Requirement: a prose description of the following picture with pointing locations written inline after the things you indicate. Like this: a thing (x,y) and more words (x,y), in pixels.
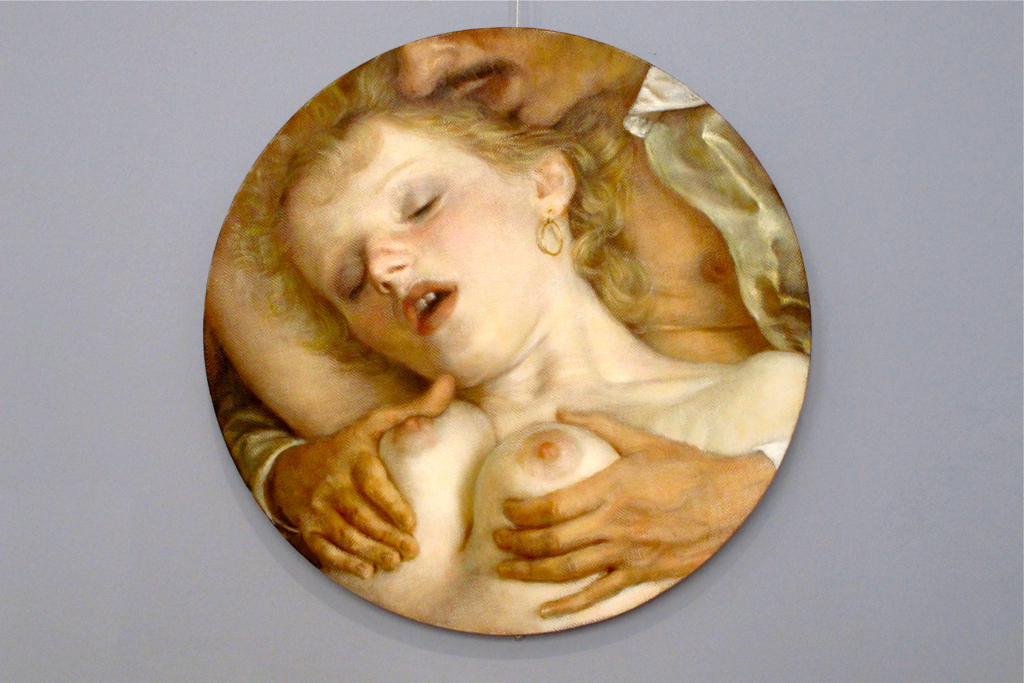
In this image there is a frame (585,135) having a picture (514,179) of a person (625,146) and a woman (401,149). Frame (641,139) is on the wall (826,193).
